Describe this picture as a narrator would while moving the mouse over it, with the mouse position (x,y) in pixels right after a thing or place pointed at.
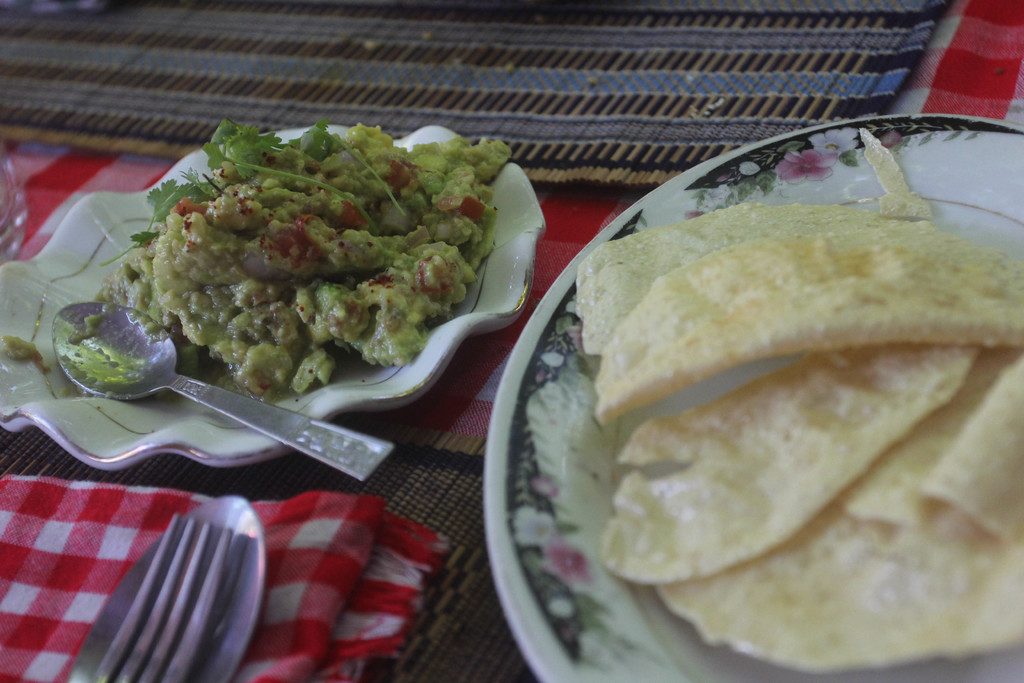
In the center of the image (630,236) there are two plates (745,675) with food items (449,143) in them. There is a cloth (141,493) on which there is a spoon (226,513) and a fork spoon (201,637). There is a spoon (58,313).
